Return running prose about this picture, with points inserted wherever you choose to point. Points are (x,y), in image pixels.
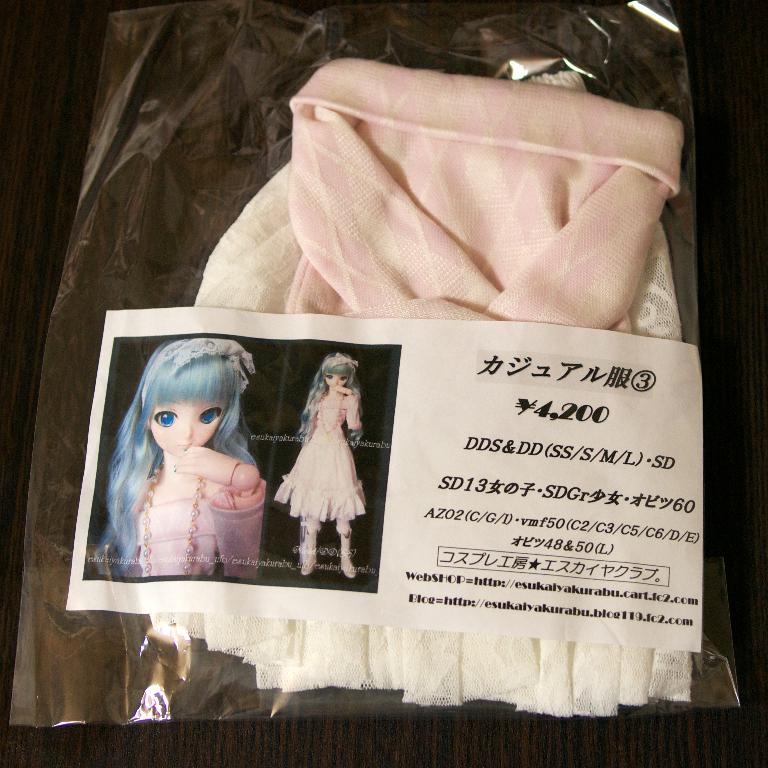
In this image we can see a dress (507,177) in the cover (521,198). There is a label (481,529) on the cover (371,464). We can see a photo (262,462) of a doll (256,471) and some text (546,547) on the label (529,527).
